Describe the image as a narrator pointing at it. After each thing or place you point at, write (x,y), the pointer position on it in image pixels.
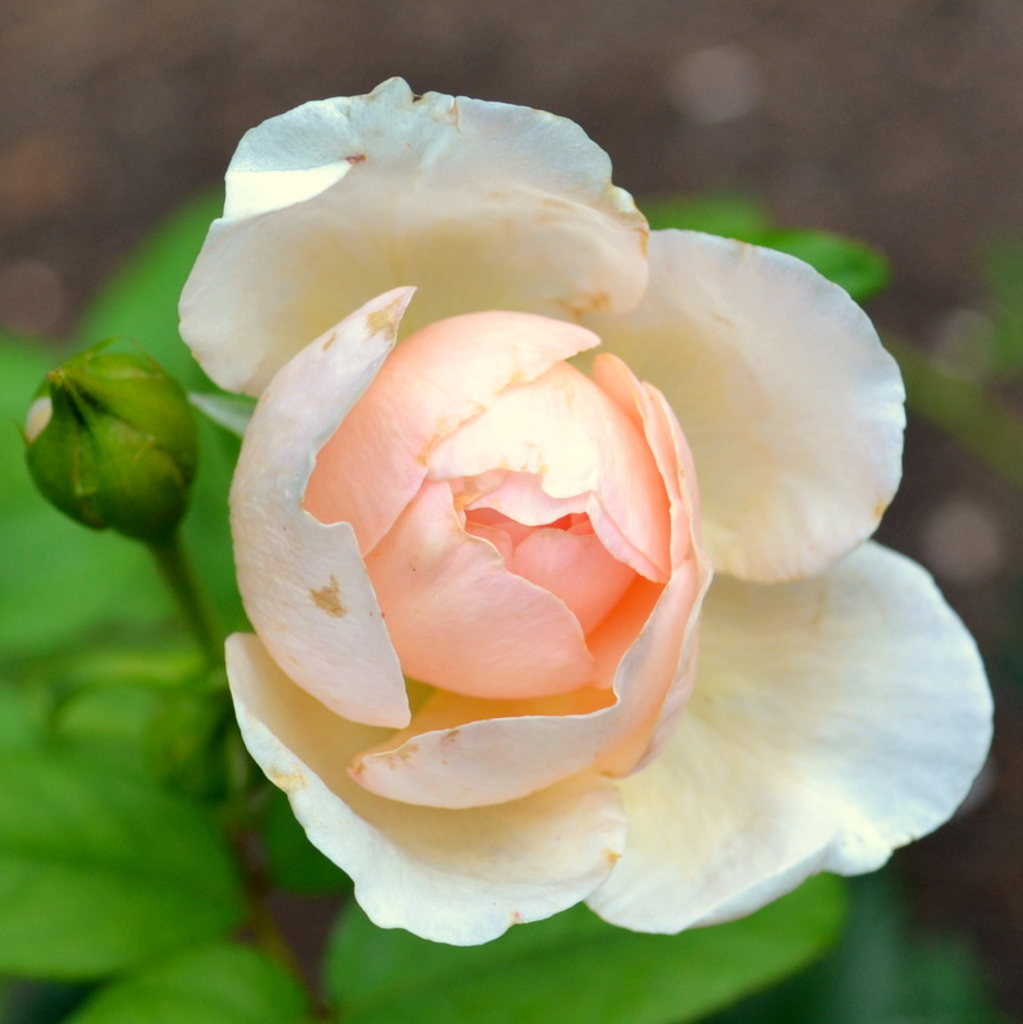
In this image we can see a flower (355,503) of a plant (281,764).
